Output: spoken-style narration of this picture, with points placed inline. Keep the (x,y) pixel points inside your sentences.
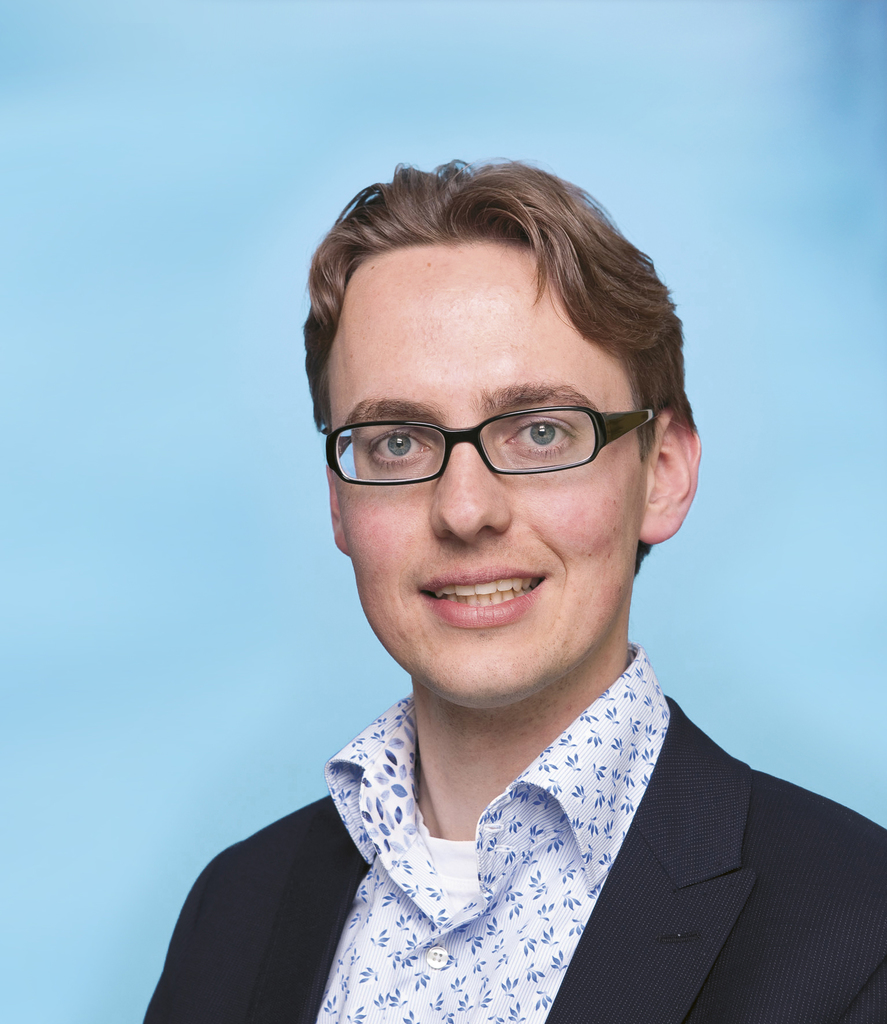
In this image there is a man (487,766) in the front (472,789) smiling.
